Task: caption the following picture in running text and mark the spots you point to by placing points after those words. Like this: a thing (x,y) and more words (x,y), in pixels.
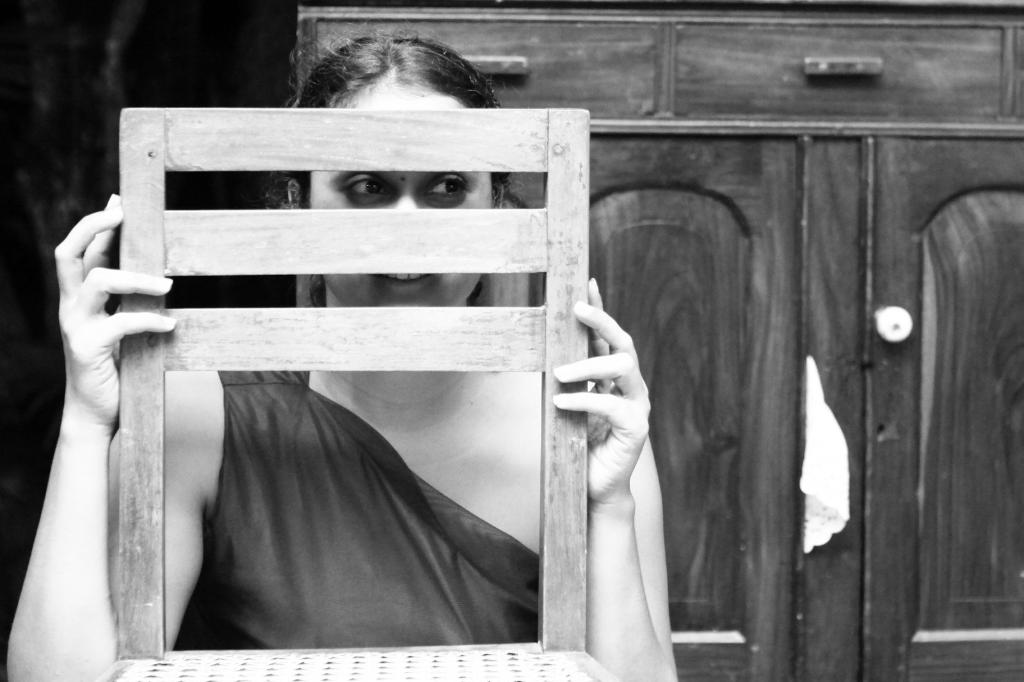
In this image I can see the person (535,436) back of the chair (421,668). Background (823,108) I can see few cupboards (784,206) and the image is in black and white.
